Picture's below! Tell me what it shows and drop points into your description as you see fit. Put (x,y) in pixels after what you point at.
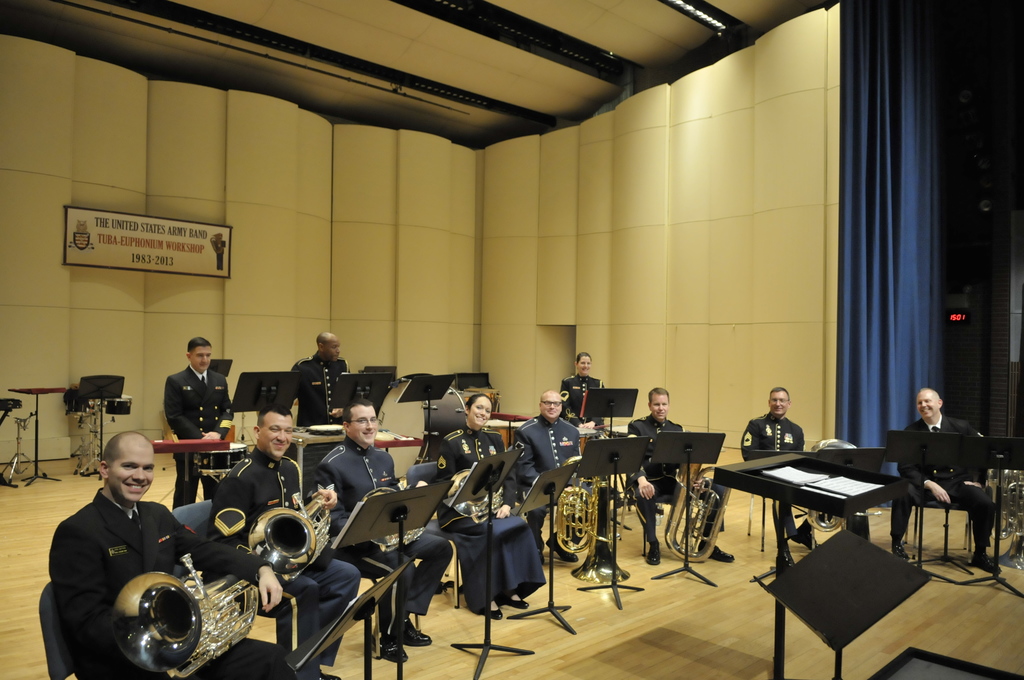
In this image there are people (257,575) sitting on chairs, in their hands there are musical instruments (709,481) in front of them there are music stands (594,463), in the background (178,407) there are three people (191,405) standing and there is a wall (813,72) and curtain (855,131), at top (377,74) there is a ceiling (367,25).
